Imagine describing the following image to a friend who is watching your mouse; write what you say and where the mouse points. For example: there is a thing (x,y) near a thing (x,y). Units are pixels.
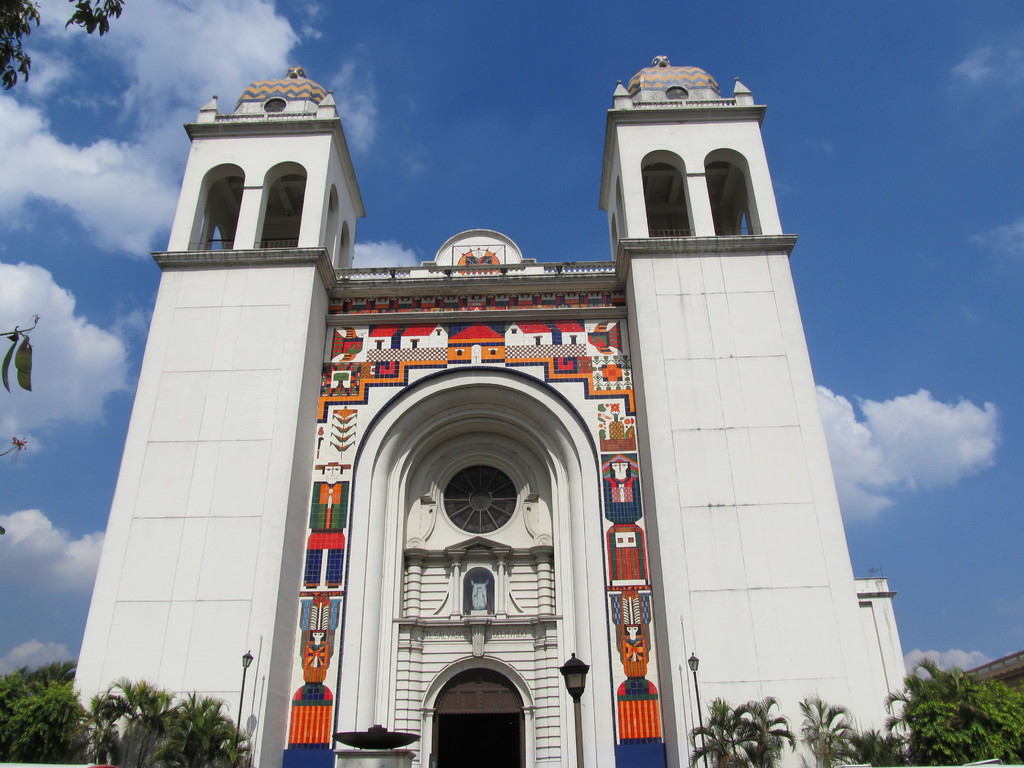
In this picture we can see a building (373,429). There is an arch (432,435) on this building (387,675). There are few street lights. We can see a few trees (84,717) from left to right. Sky (535,111) is blue in color and cloudy.
